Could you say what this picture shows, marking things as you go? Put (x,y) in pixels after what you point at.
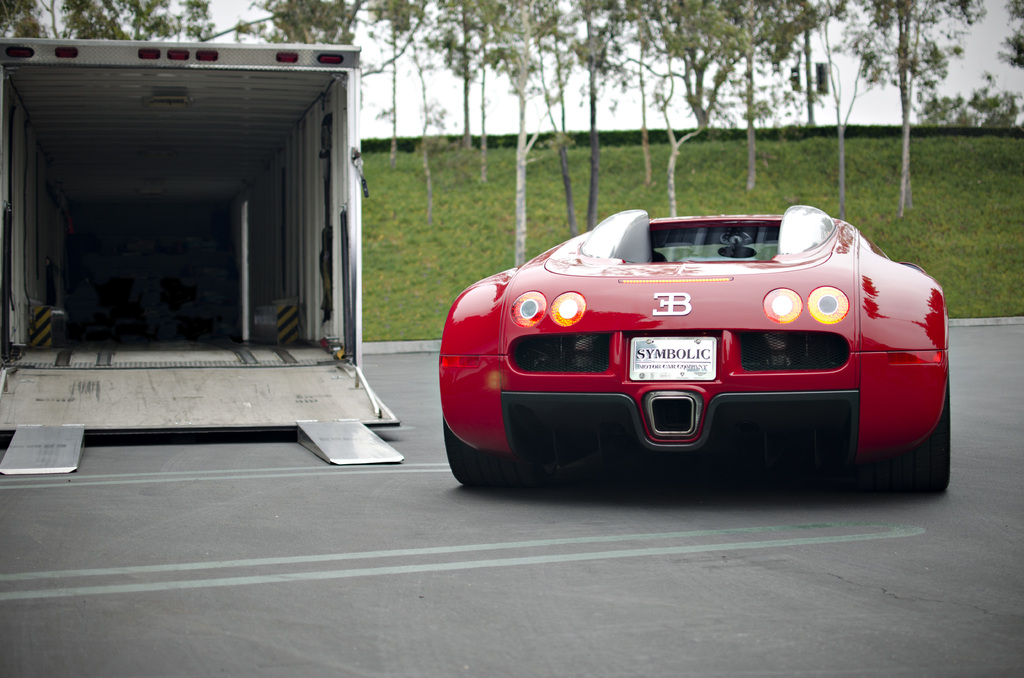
In this picture we can see a red color car (792,363), on the left side (249,323) there is a trailer (307,318), we can see trees (591,184) and grass (780,183) in the background (650,104), there is the sky (372,53) at the top of the picture (407,50).
